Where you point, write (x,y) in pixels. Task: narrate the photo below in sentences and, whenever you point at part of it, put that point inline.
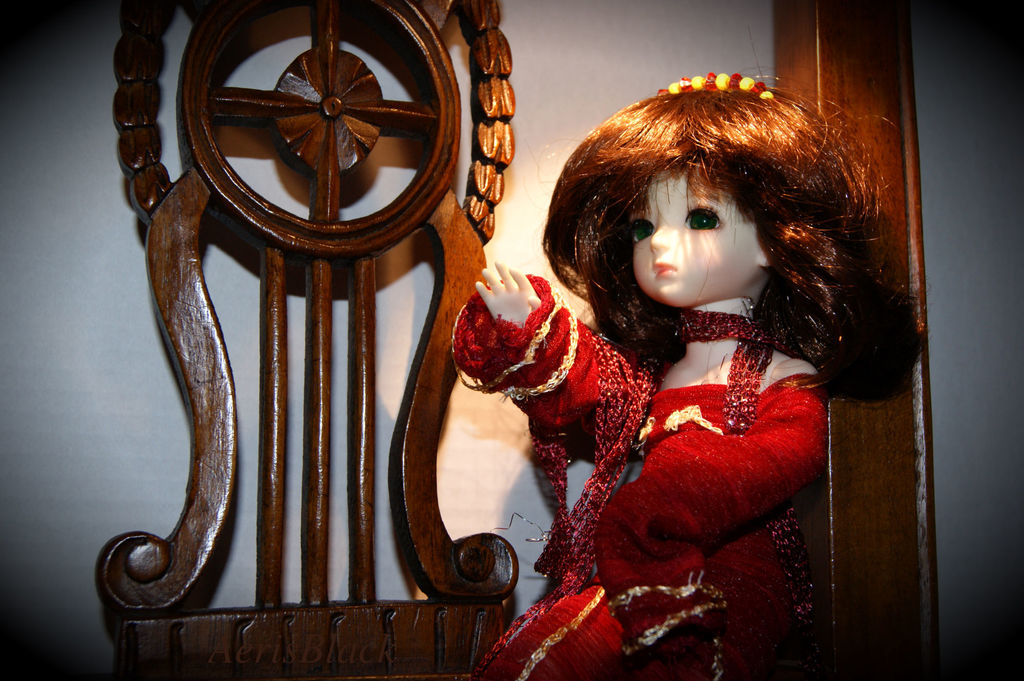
In this image we can see a doll (659,237), beside to it, there is a wooden object (366,309), and a pole (853,75), also we can see the wall (580,49).
